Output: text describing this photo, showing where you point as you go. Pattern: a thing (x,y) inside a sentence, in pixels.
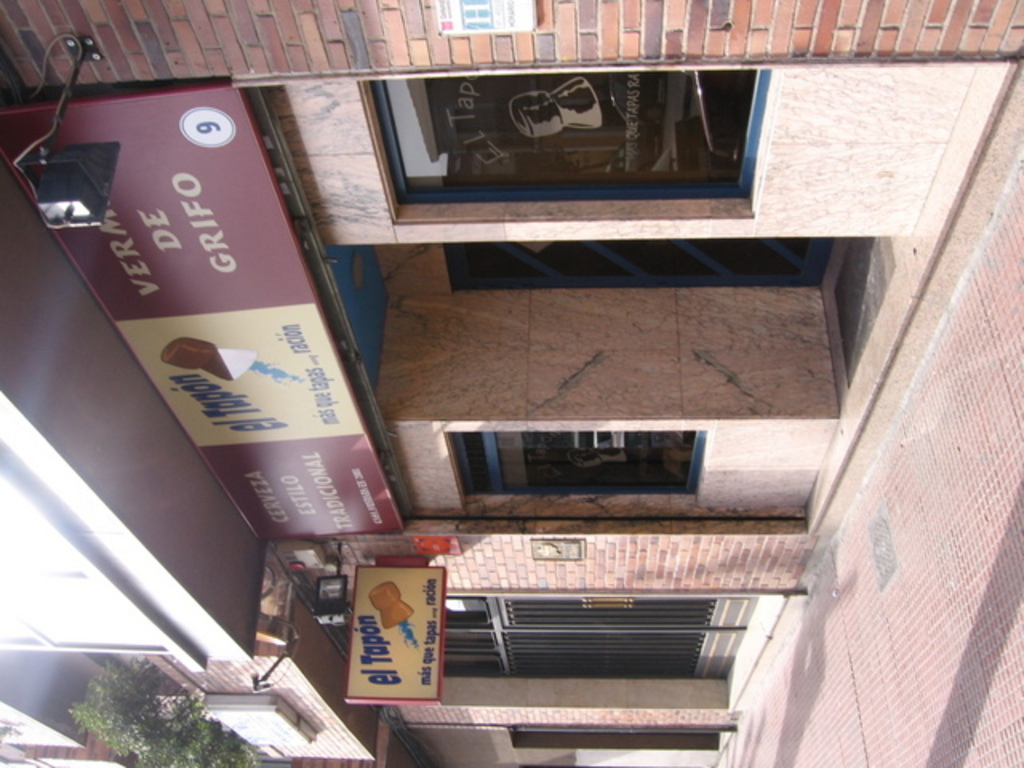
In this rotated image there are buildings (771,133). There are boards (279,450) with text (249,472) on the buildings (266,639). There are lights (94,192) on the walls (209,564) of the building (305,630). There are glass windows (595,163) to the walls (582,500). There is text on the windows (513,110). At the bottom (212,732) there are leaves (174,715) of a tree (174,715).
